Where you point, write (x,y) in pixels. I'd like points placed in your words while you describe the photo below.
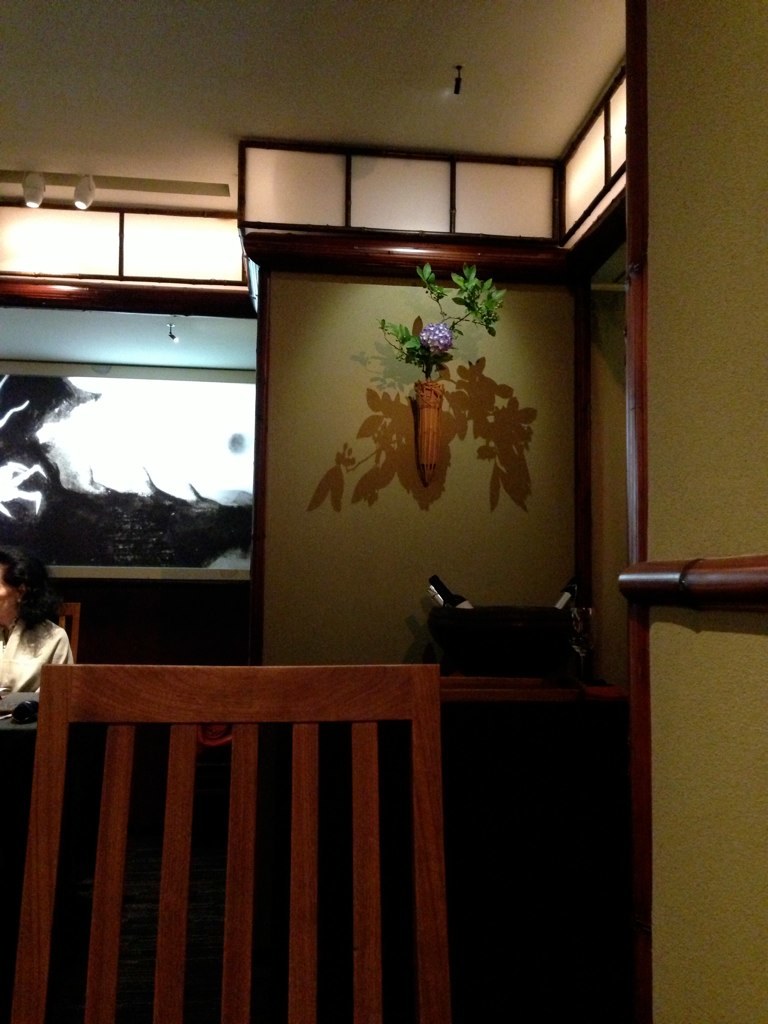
In this picture we can see an inside view of a room (253,552), there is a chair (179,801) in the front (370,916), in the background (445,348) we can see a plant (451,331), on the left side (35,659) there is a person (38,634) sitting on the chair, we can see the ceiling (88,147) at the top of the picture (79,153).
